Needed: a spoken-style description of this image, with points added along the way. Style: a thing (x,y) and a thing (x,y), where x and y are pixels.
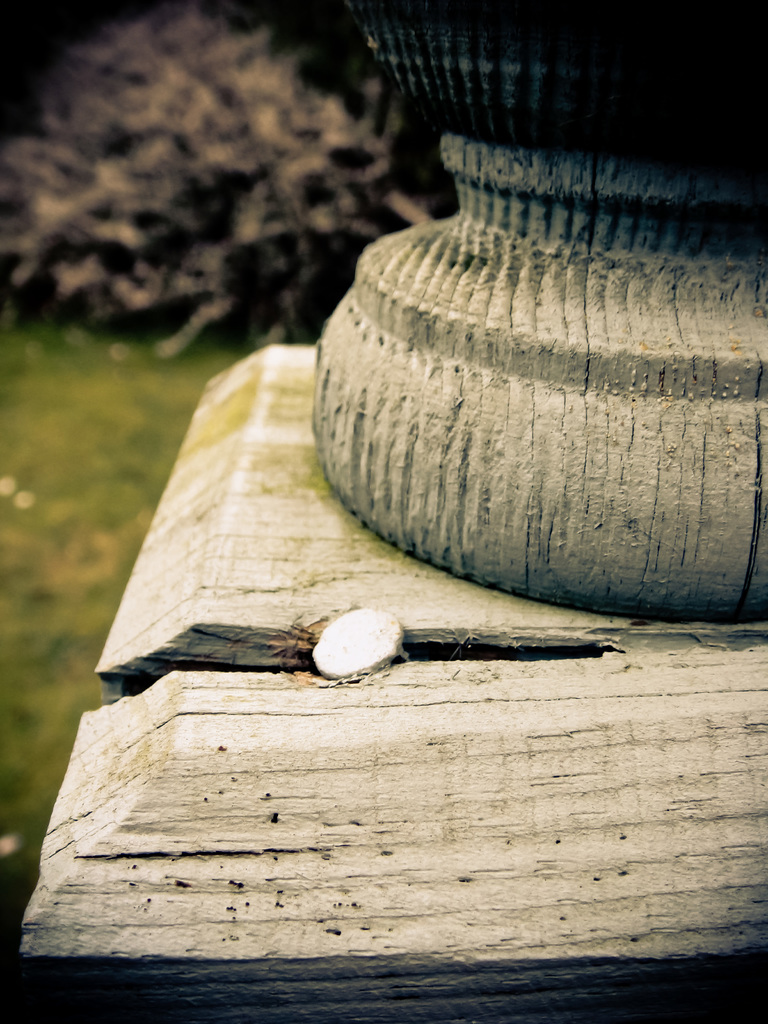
In the foreground of the picture (288,565) we can see wooden objects (463,524). In the background (41,497) there is greenery (175,228), it is not clear.
